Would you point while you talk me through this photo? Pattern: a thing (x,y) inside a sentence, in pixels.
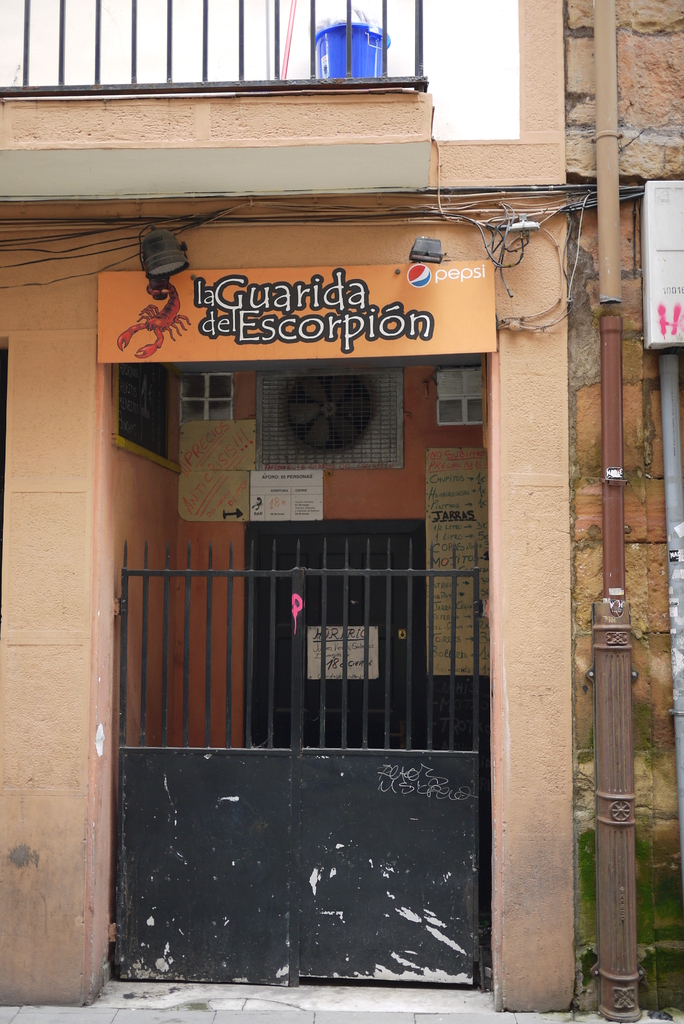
In this picture we can see a house (166,495), and we can find few cables (542,203) and pipes (615,309) on the house (553,453), and also we can see few metal rods (239,31).
